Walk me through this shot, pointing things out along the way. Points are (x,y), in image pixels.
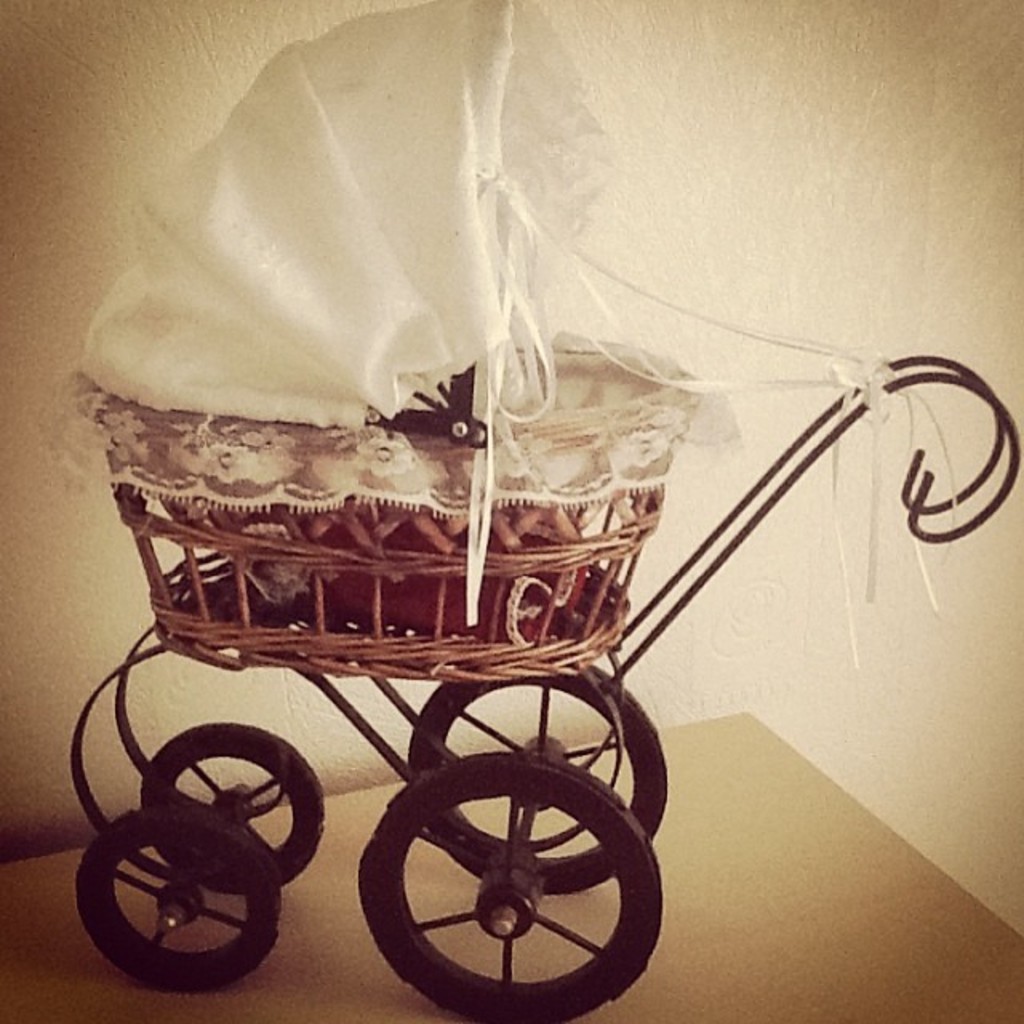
In this image we can see a baby stroller (398,442) placed on a table (560,906).
